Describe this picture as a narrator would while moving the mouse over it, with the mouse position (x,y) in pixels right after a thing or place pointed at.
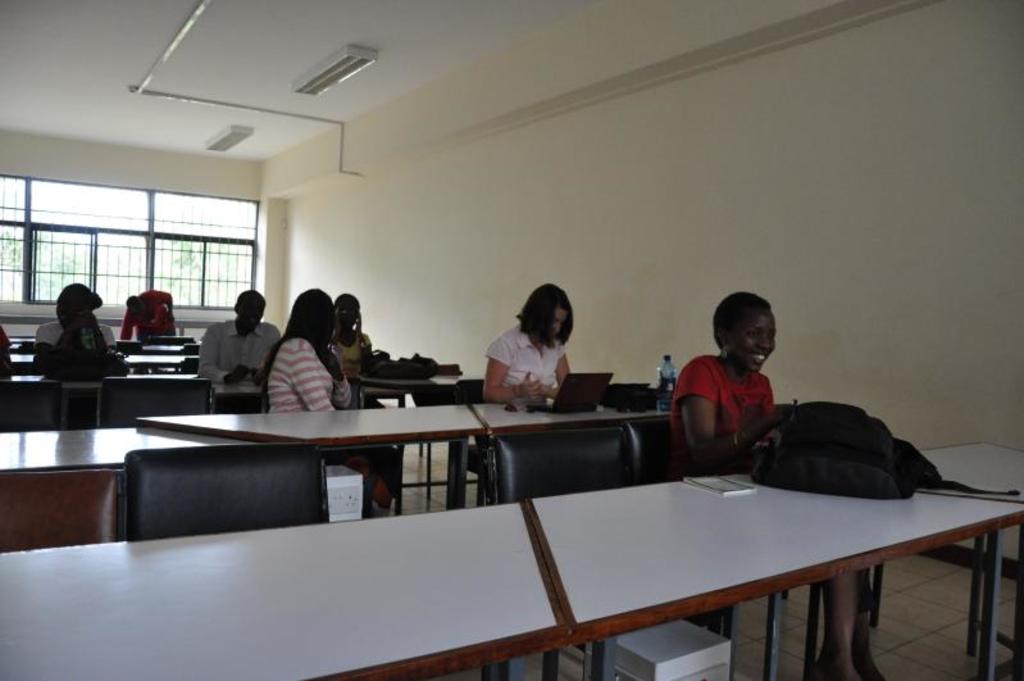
There are group of people (331,362) sitting in a chair (475,382) and there is a table (494,410) in front of them and there is a window (146,281) in the background (102,266).
